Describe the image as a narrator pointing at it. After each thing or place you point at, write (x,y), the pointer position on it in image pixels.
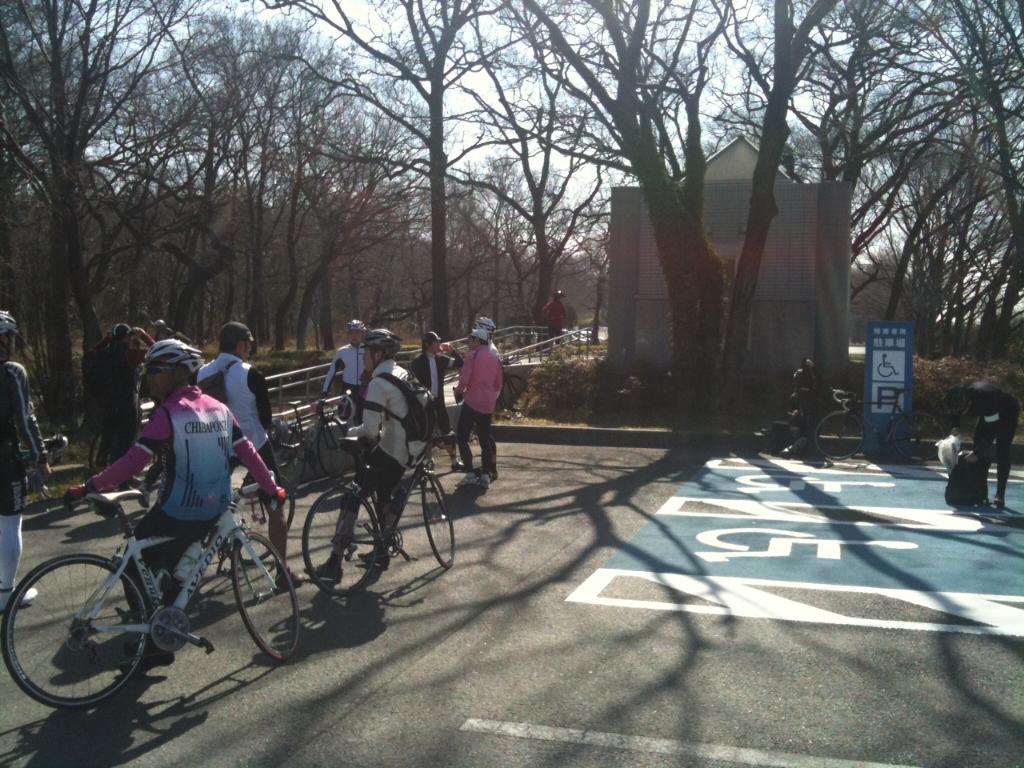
In this image on the left side (202,455) there are some people (188,510) who are sitting on cycles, and some of them holding cycles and some of them are standing and talking. At the bottom (511,599) there is a road (867,497), on the right side (895,428) there are some persons (982,417) and cycles (841,407). And in the background (358,221) there are some trees (669,254) and one building (805,239) and there is a bridge (551,338).
